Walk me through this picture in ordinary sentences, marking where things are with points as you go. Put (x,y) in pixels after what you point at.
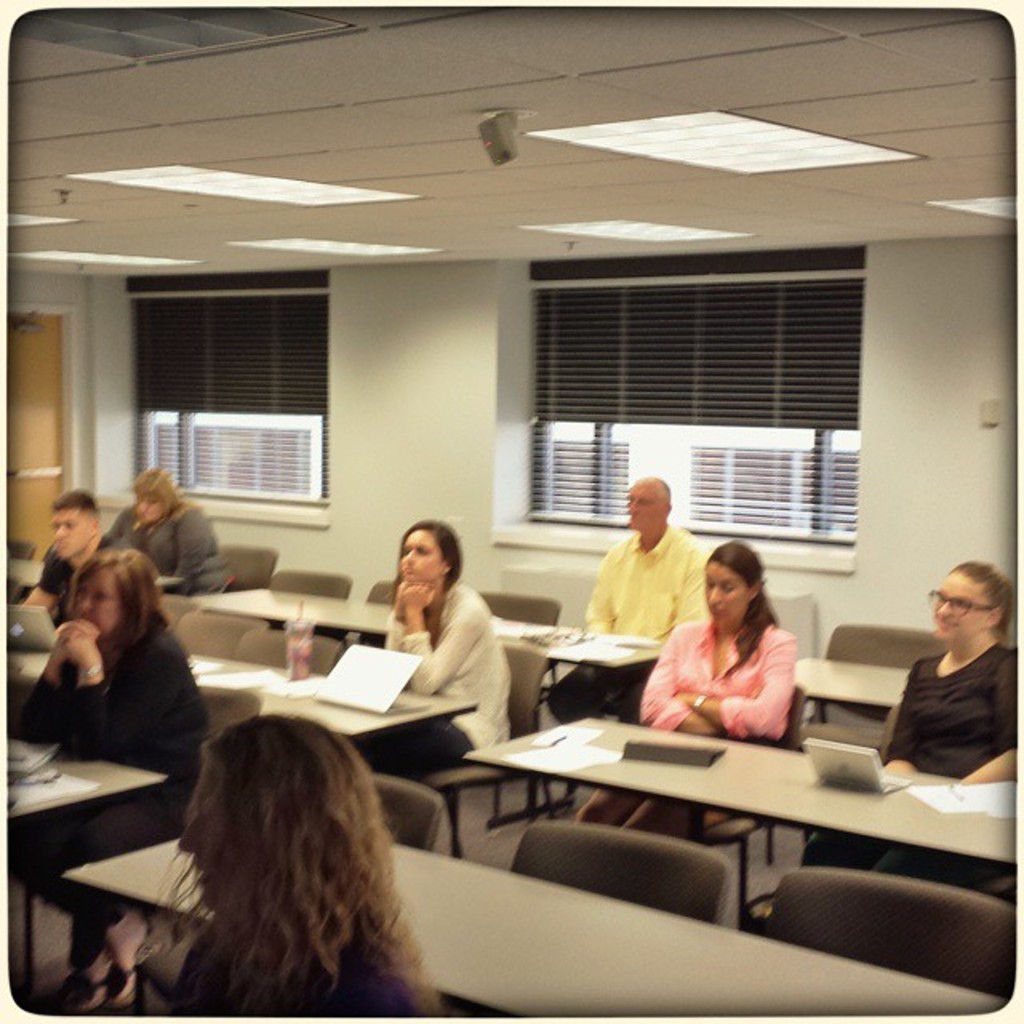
In this picture we can see windows (763,461) with net (745,466) and some people (464,612) are sitting on chairs (377,597) and listening to some thing and in front of them there are tables (890,813) and on table (889,798) we have laptops (352,687), papers (575,759) and on left side (36,368) we can see door (34,434) and above them there is roof (343,73) with lights (790,139).
